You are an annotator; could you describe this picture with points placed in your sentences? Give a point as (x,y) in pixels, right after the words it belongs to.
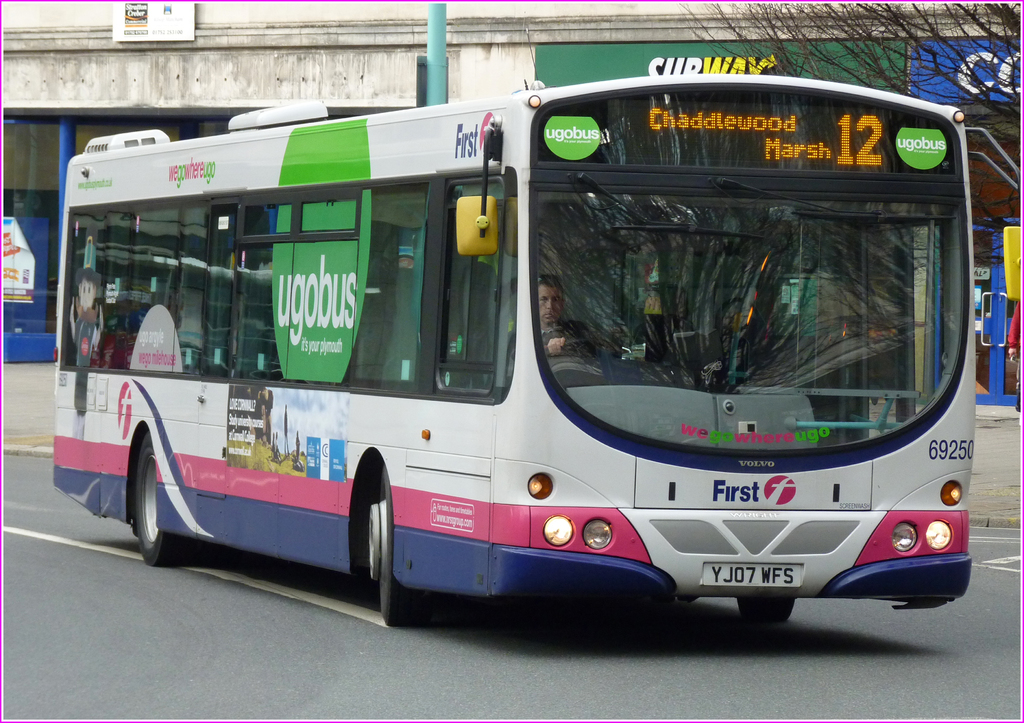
In this image we can see a bus (398,395) on the road (23,605), there is a driver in the driver seat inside the bus (568,259).
